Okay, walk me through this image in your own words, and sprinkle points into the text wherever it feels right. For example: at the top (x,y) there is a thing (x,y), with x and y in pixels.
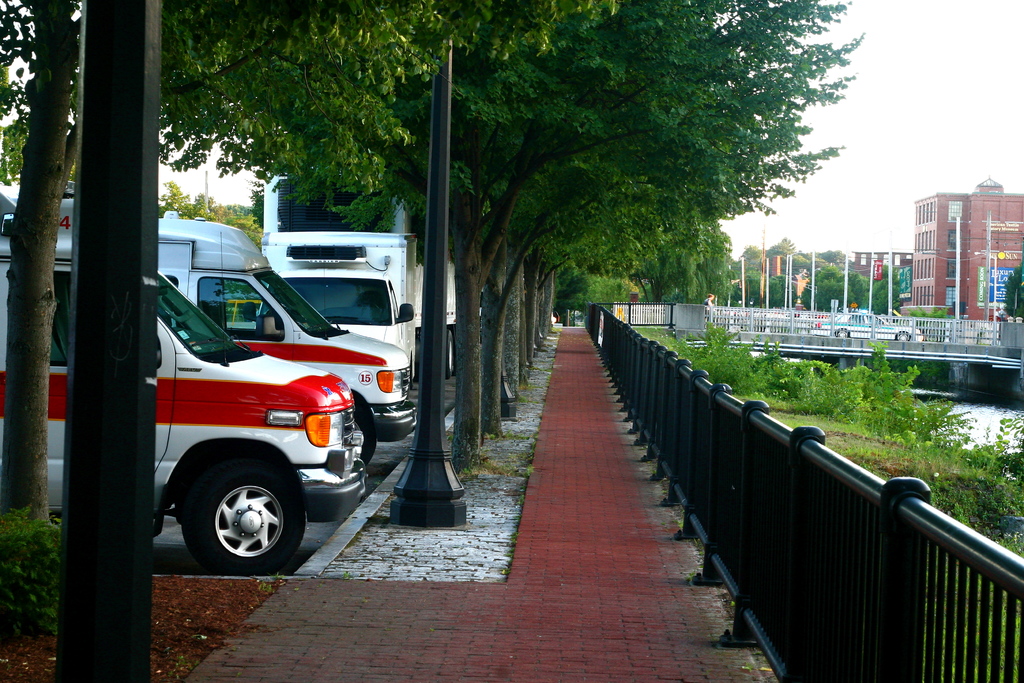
In the left side (211,289) few vehicles (295,386) are parked on this road (373,453) and in the middle (531,260) these are the green trees (492,95). In the right side (690,462) it is an iron fencing (753,507), which is in black color.
